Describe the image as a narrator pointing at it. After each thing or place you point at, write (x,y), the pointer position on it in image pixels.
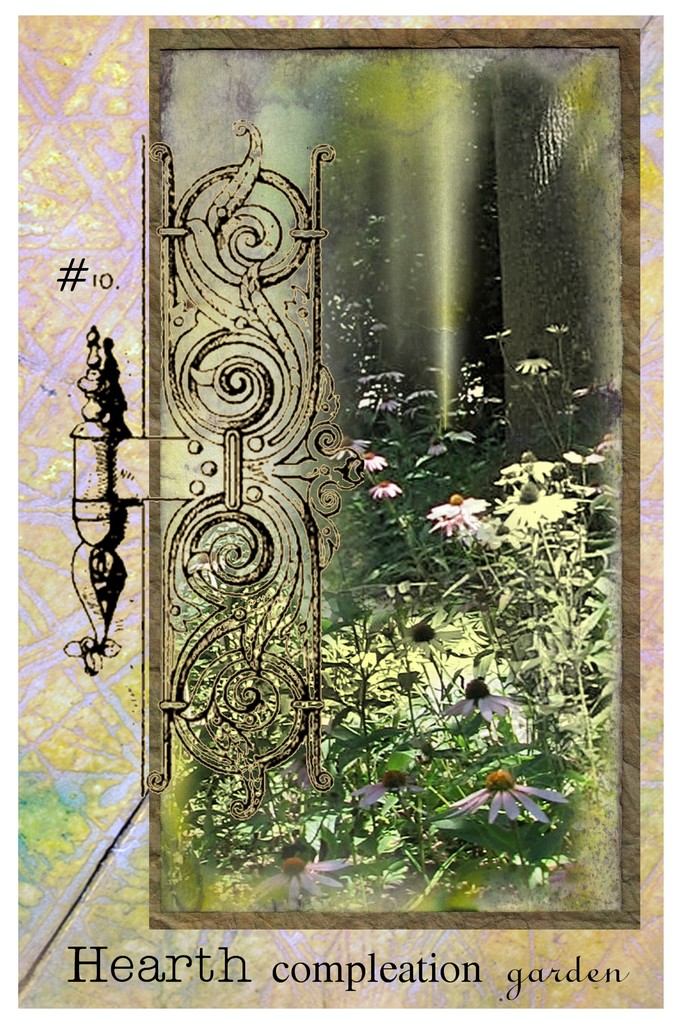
In this image there is a painting (168,591) in that there is a door (317,780) and plants (305,786), at the bottom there is some text (249,983).
